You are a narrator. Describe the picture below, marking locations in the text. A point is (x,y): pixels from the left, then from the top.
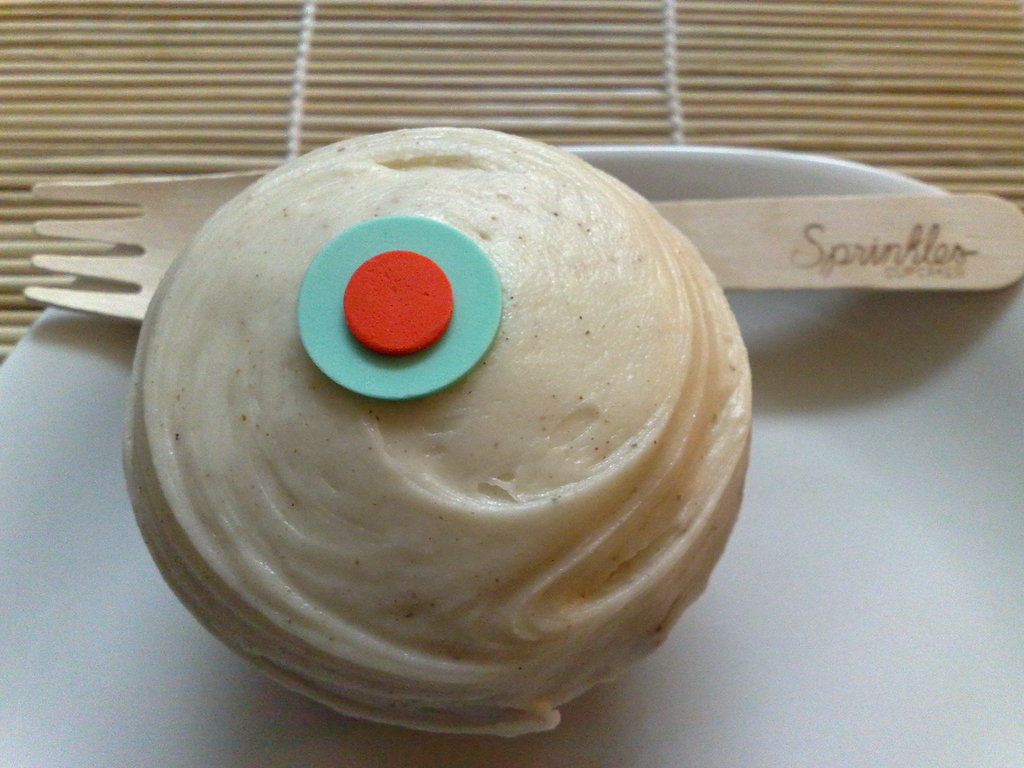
In this image there is food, there is a fork (96,236), there is a plate (103,589) on the surface (236,90).
